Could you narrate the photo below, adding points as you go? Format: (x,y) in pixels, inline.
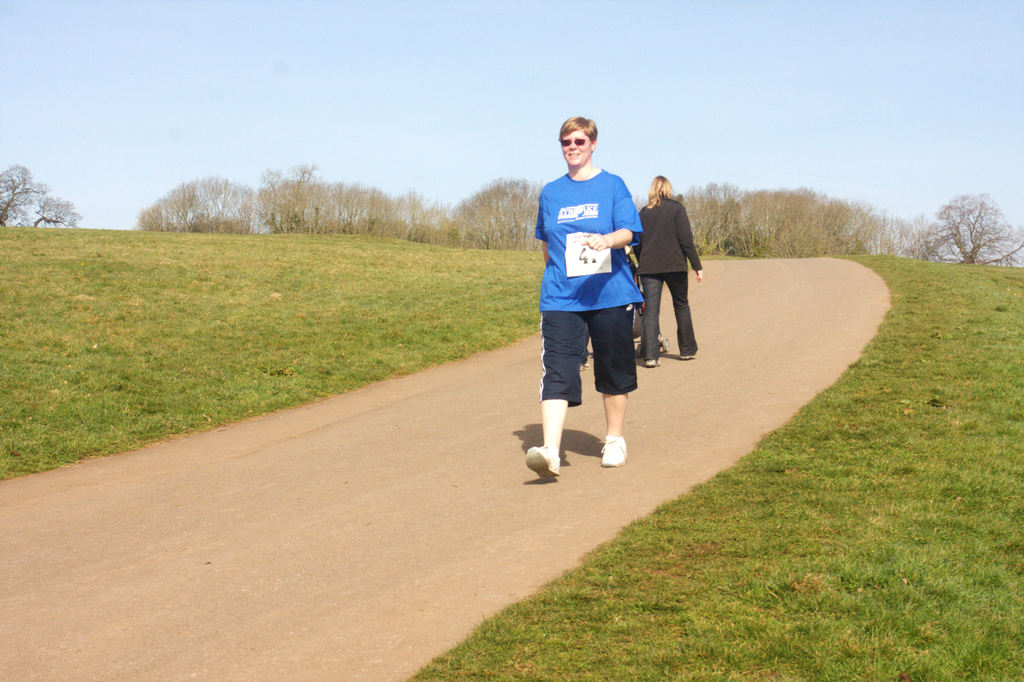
In this image we can see two people (656,309) walking on the pathway (597,465). In that a person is holding a baby carrier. We can also see some grass (883,518), a group of trees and the sky (345,108).
